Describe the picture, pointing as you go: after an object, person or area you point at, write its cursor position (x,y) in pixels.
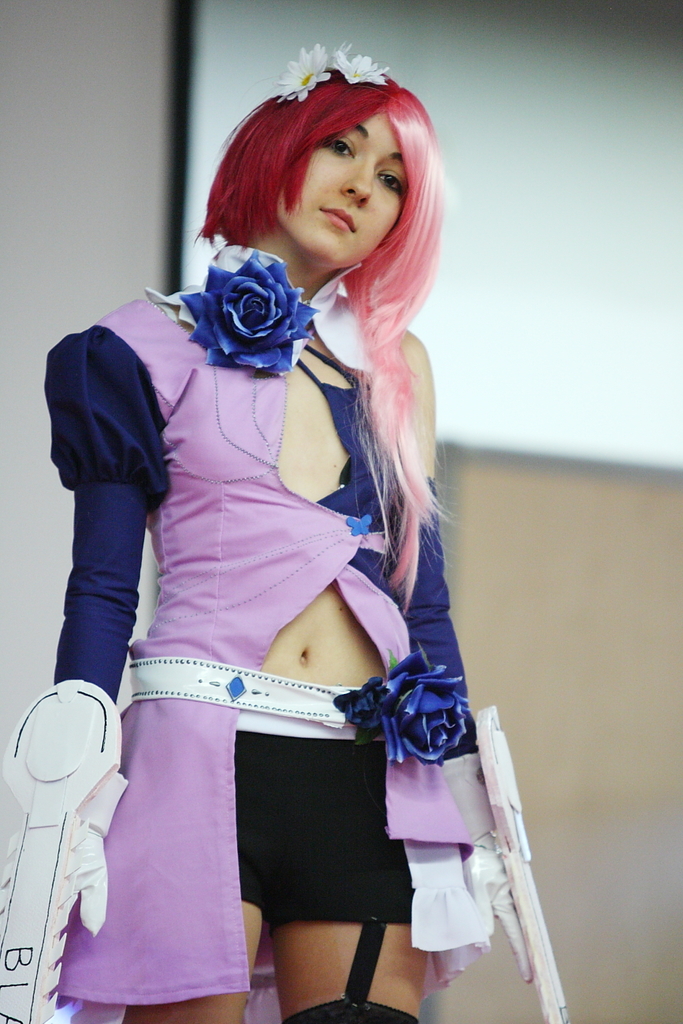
In the picture I can see a woman (321,596) is standing. The woman (277,624) is wearing clothes (296,550) and some other objects (265,358). In the background (436,79) I can see a white color board (182,271) attached to a wall (91,233). The background of the image (14,623) is blurred.
